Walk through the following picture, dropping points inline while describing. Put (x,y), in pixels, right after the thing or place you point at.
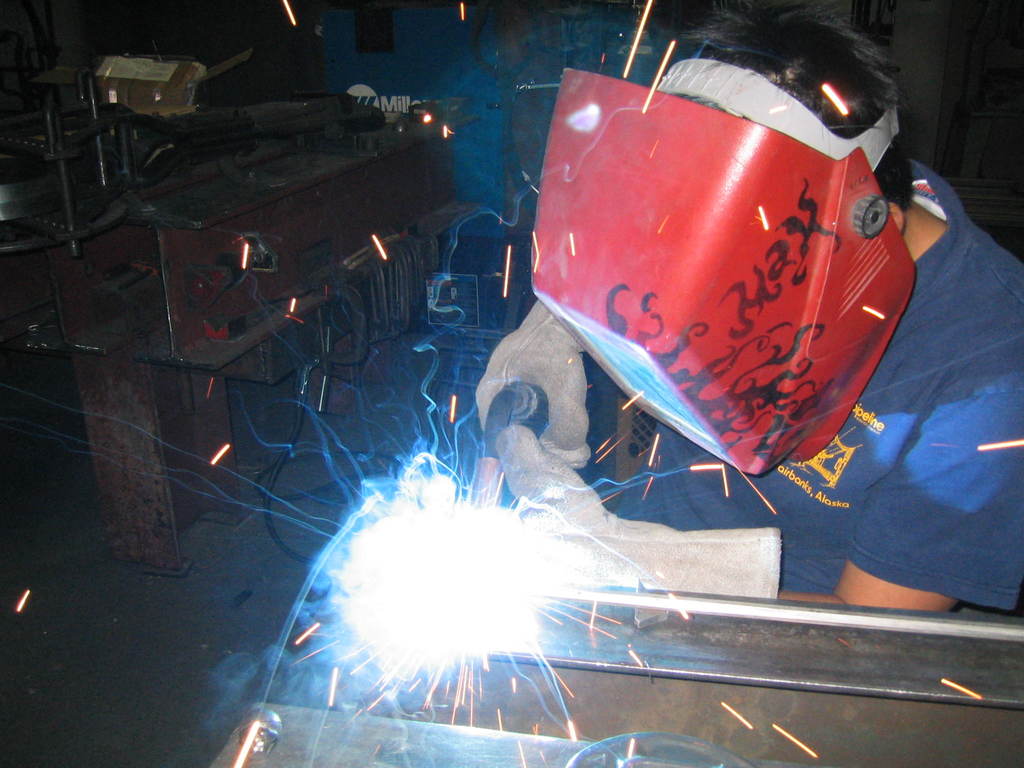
In this picture there is a man (822,98) who is wearing helmet (715,277), gloves (610,522) and t-shirts (847,525). He is doing the welding with the machine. On the left (115,97) I can see the welding machines (452,82) and other objects (121,152) which are placed near to the wall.
